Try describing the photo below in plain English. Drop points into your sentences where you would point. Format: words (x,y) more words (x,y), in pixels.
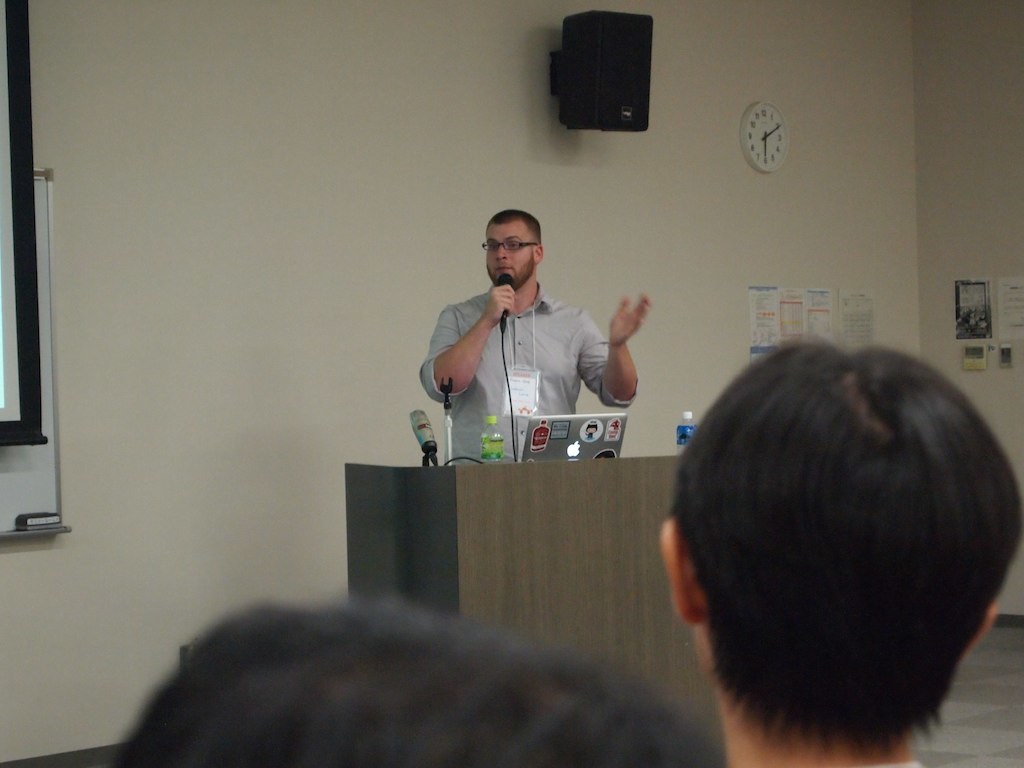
on the background (536,179) we can see wall (643,138), speaker (645,108), a clock (770,133), few posters (817,305) over a wall (836,317). Here we can see one man (515,354) standing in front of a podium (528,498) and holding a mike (504,285) in his hand (505,299) and talking. On the podium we can see water bottles (499,442), laptop (559,435). This is a white colour board (55,501) with duster (49,519). Here we can see partial part of human (547,712). This is a floor (986,722).
